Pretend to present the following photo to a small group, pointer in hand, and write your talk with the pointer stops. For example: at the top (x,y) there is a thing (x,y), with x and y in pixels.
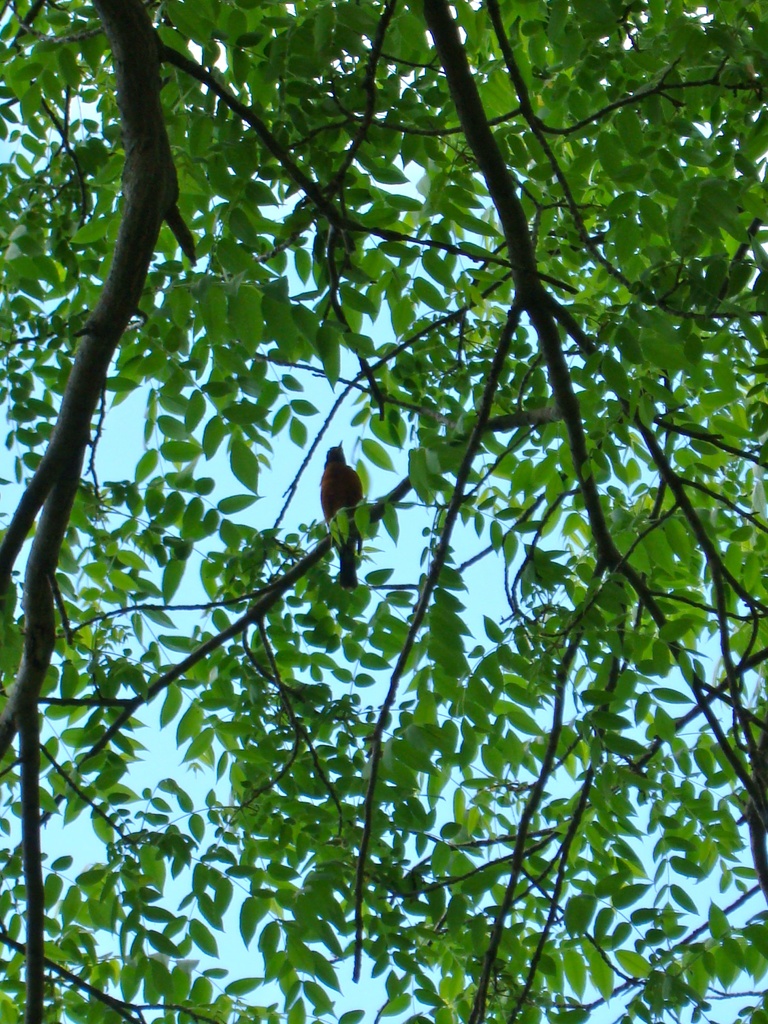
In this image we can see a bird (339,448) on the tree branch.
